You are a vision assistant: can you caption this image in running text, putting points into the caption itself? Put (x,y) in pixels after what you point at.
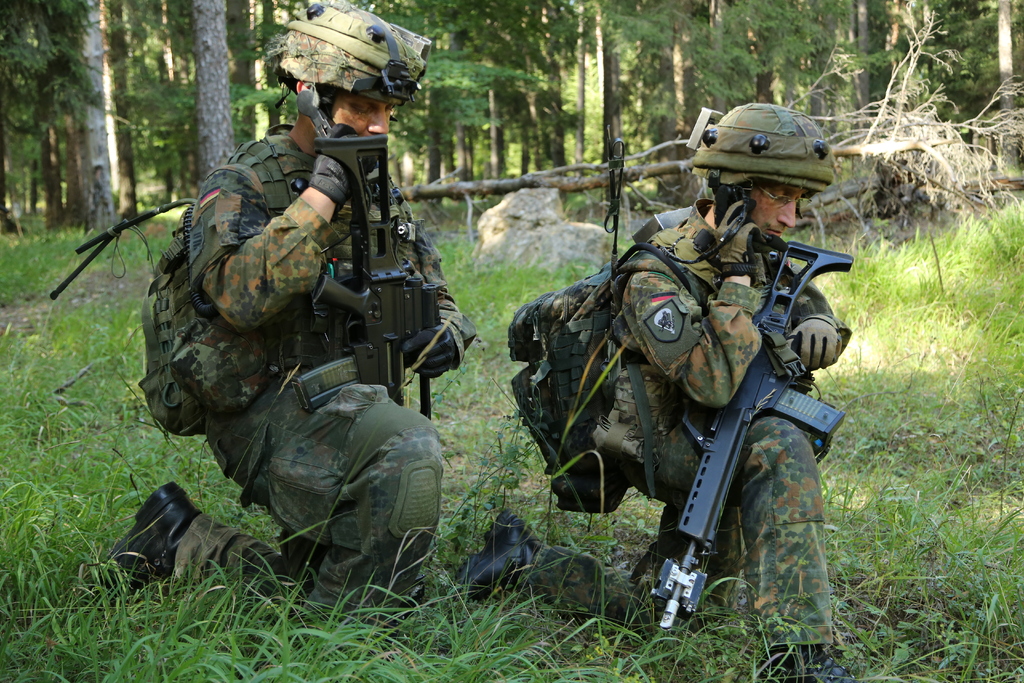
In the center of the image (402,434) we can see two people (547,545) sitting and holding rifles (712,511) in their hands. They are wearing uniforms (674,353). At the bottom (294,609) there is grass (239,635). In the background (580,90) there are trees (678,90) and rocks (521,244).
